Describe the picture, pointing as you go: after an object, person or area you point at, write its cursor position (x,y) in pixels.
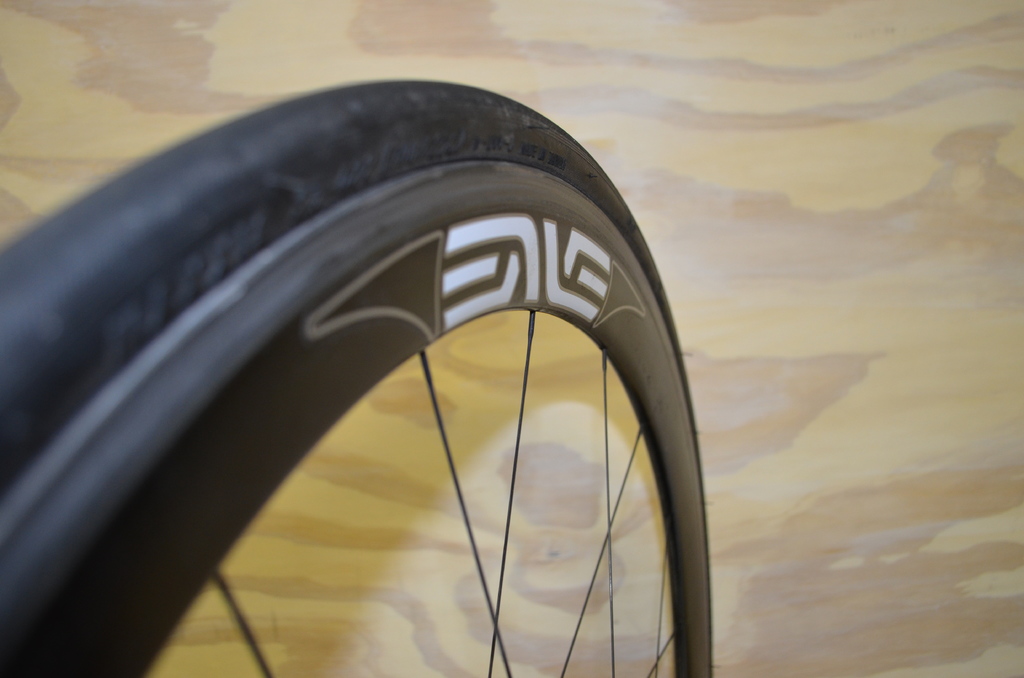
In this image I can see the wheel (135,318) in black color and I can see the brown background (924,201).
